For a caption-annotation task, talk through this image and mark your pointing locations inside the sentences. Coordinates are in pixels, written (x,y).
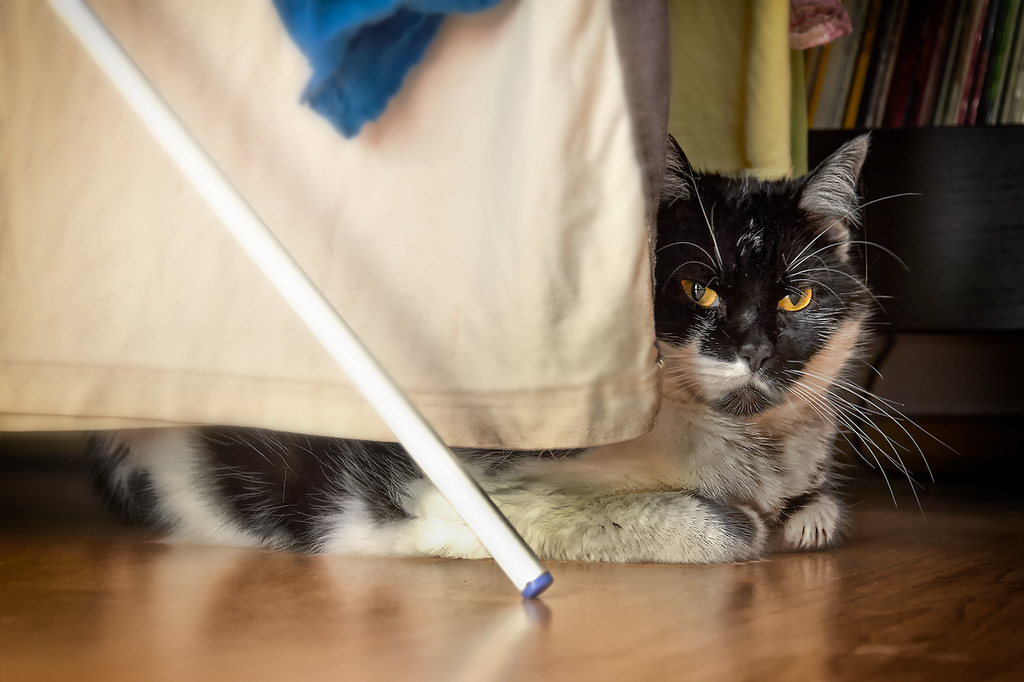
In this picture, we see the cat (784,415) and it is looking at something. Beside that, we see a white cloth (569,200) and a stand (276,263). At the bottom (555,568), we see the wooden floor (748,591). Behind the cat (758,202), we see a yellow color cloth (763,119), and a rack (971,137) in which books (891,65) are placed. This picture might be clicked inside the room (637,313).
